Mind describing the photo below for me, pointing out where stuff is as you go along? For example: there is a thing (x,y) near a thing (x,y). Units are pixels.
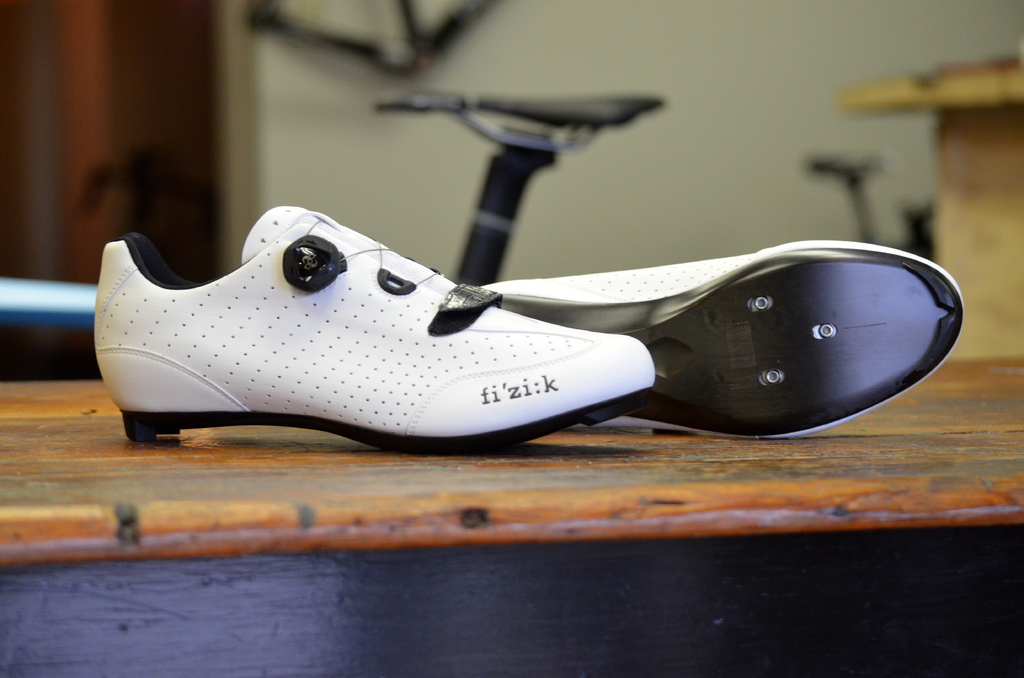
In this image I can see there are two shoes (606,415) in white color on the wooden table (527,485). Behind this it looks like a cycle (558,112) and there is the wall (452,137) at the back side of an image (411,186).
